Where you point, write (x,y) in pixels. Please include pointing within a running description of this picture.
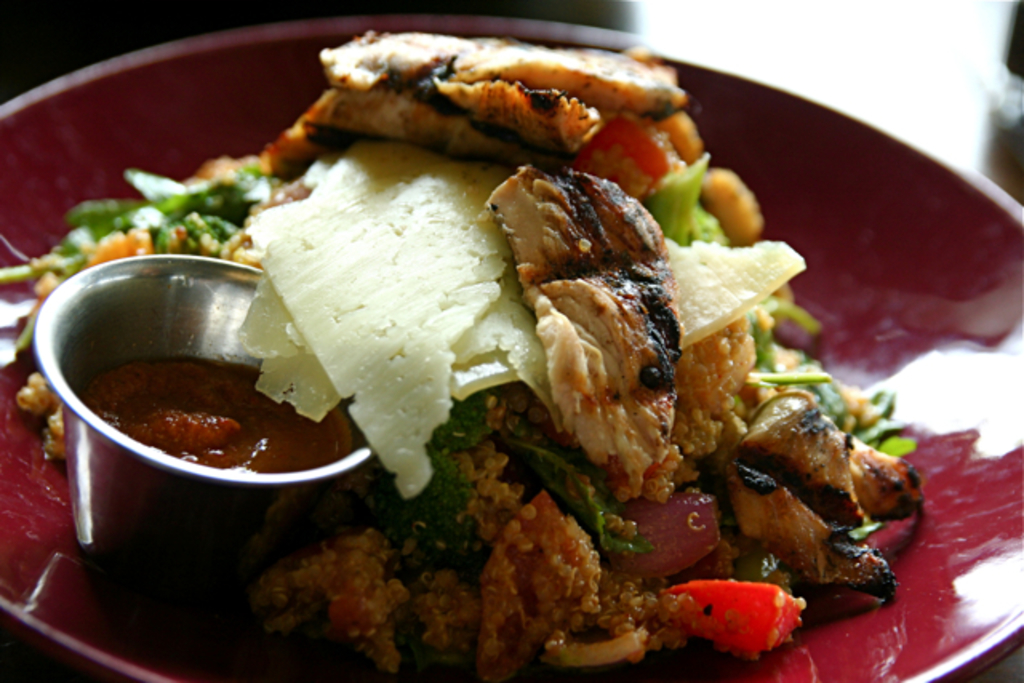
In this image we can see some food (427,303) in a plate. We can also see the sauce (180,420) in a cup (258,493) placed beside it.
